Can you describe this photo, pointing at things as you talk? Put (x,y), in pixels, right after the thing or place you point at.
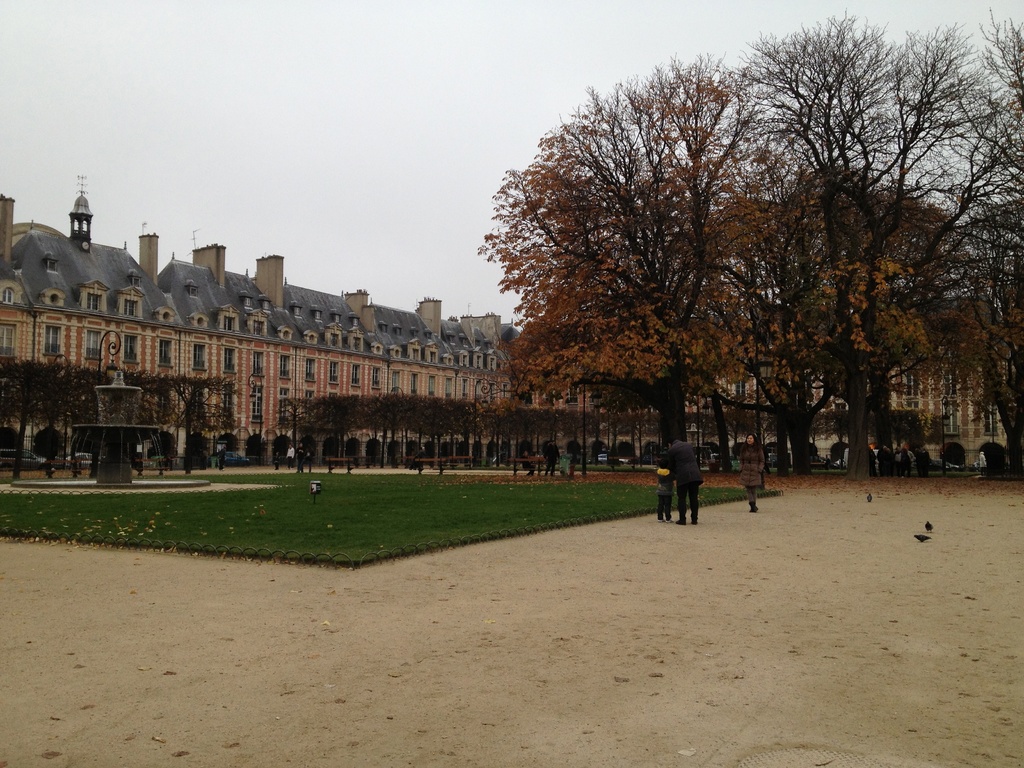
In the image there is a land (885,571), grass surface (295,482), fountain (97,430), trees (409,421), few people (670,476) and in the background (371,387) there is a building (187,333).
